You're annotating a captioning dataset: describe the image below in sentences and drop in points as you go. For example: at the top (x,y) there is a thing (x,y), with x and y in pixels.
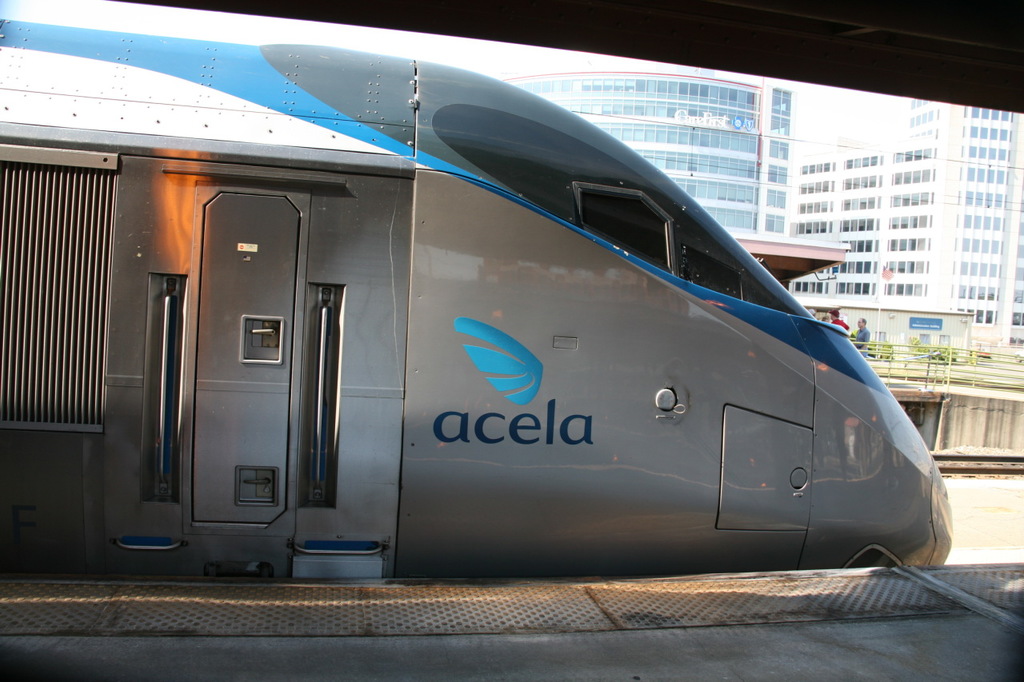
In this image in front (351,663) there is a platform (391,658). In the center of the image (489,344) there is a train (390,283). In the background of the image (861,348) there are people (860,328). There are buildings (744,168). There is a metal fence (941,369).
